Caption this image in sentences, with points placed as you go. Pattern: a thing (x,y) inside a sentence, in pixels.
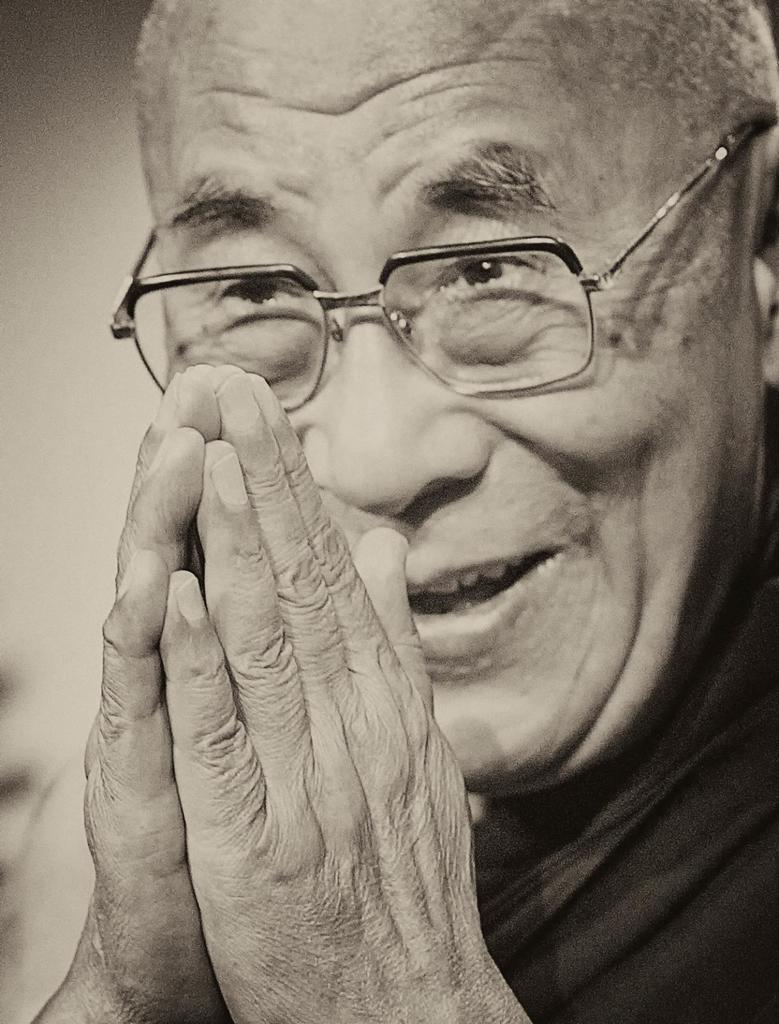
In this picture I can see there is a man (572,723), he is smiling and holding his hands (250,666) together.
